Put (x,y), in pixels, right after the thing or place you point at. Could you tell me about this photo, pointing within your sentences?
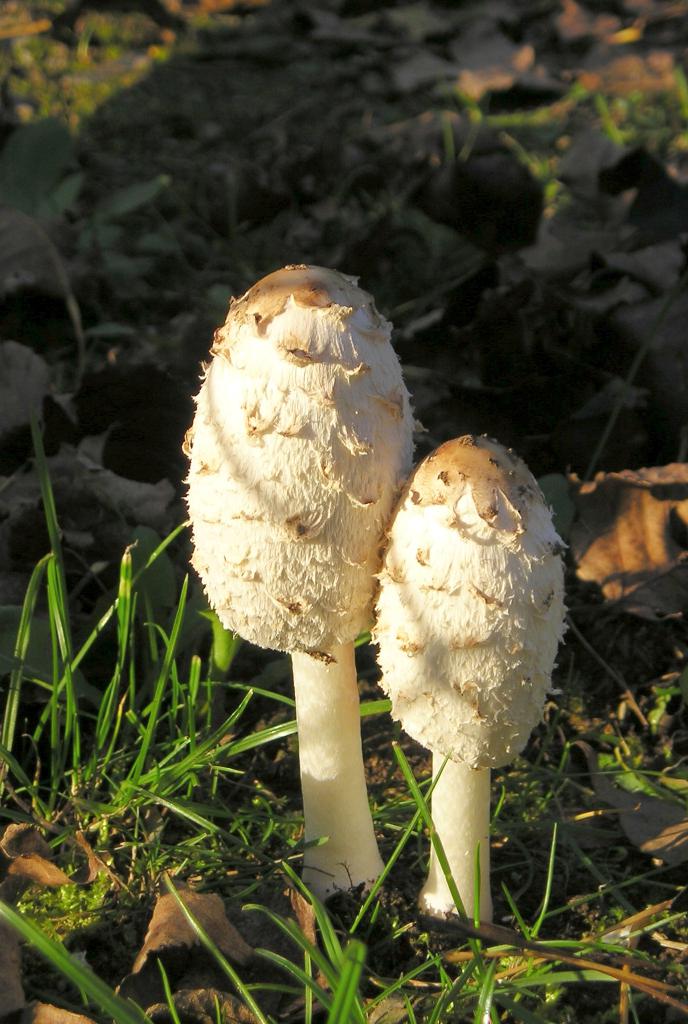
In this image there are mushrooms (388,527) on the surface (583,679) of the grass (401,732).
